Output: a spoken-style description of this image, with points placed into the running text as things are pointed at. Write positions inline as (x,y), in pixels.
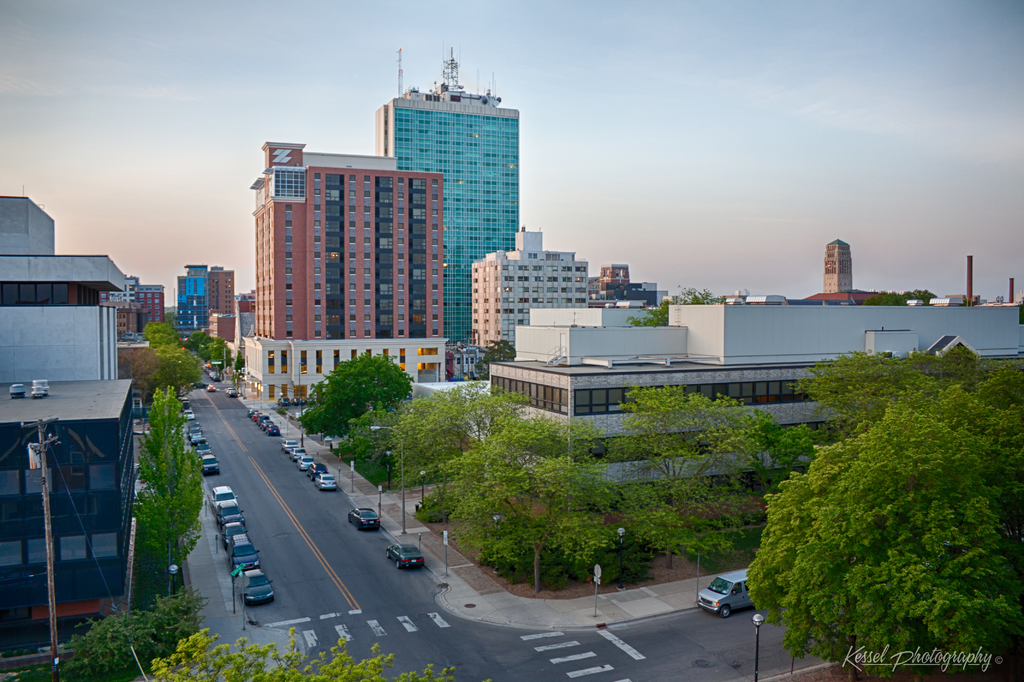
This picture shows few buildings (589,393) and we see trees (160,643) on the either side of the road (269,480) and we see cars (304,454) parked on both sides of the road (655,621) and we see few sign boards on the sidewalk (272,410) and few pole lights (300,424) and an electrical pole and a blue cloudy sky (673,85).
